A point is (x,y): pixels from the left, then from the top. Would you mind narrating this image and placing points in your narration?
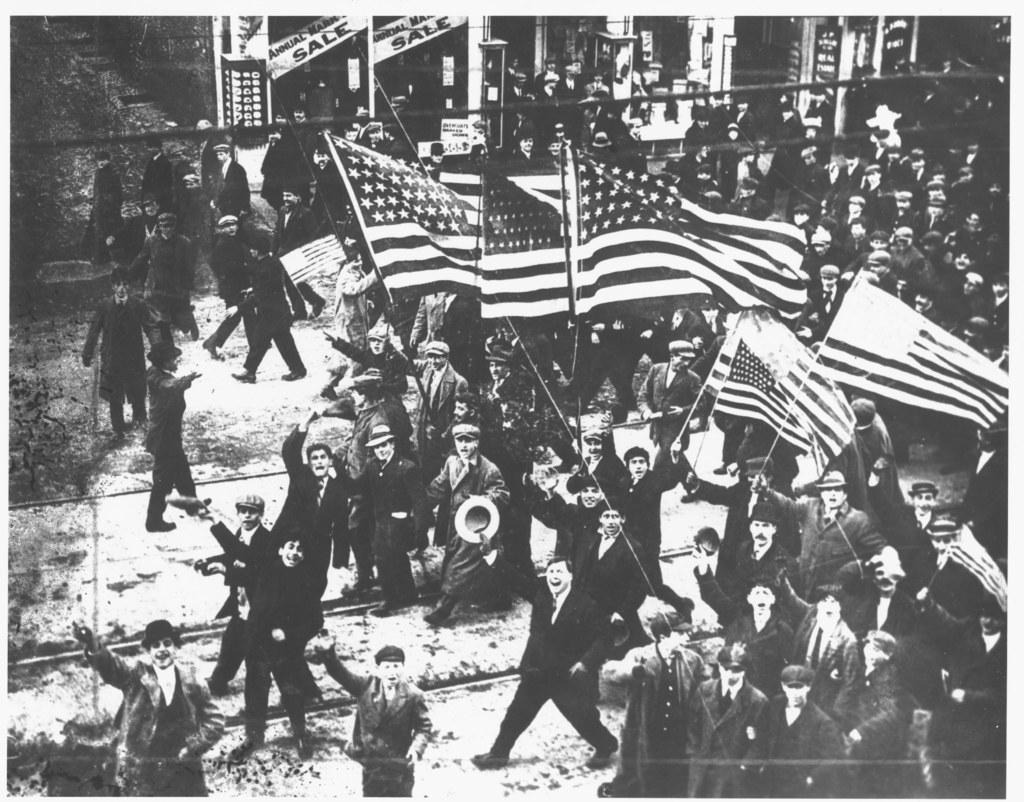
In this image I can see a group of people (518,475) among them some are holding flags (655,309). This picture is black and white in color.
